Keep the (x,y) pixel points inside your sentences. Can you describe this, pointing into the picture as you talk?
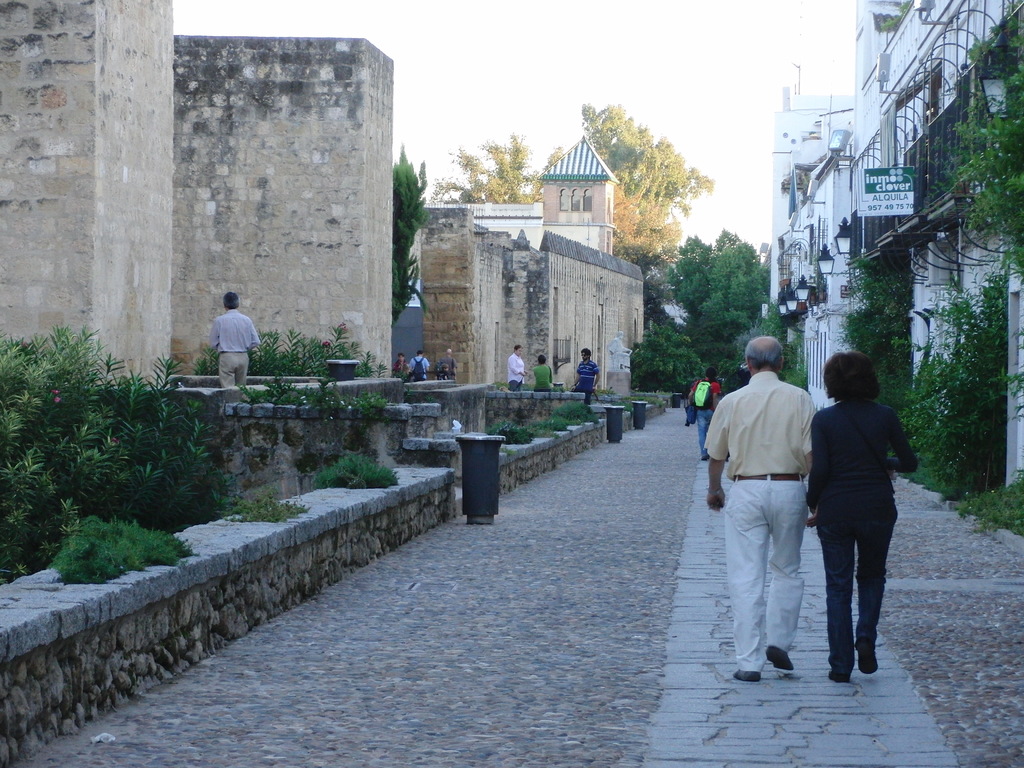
In the picture we can see a path (975,553) to it, we can see some people (787,485) walking and beside to it, we can see a building wall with some plants (899,340) to it and some windows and to the opposite side also we can see some walls (119,177) with plants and some people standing near it and in the background (698,71) we can see some trees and sky (410,85).
